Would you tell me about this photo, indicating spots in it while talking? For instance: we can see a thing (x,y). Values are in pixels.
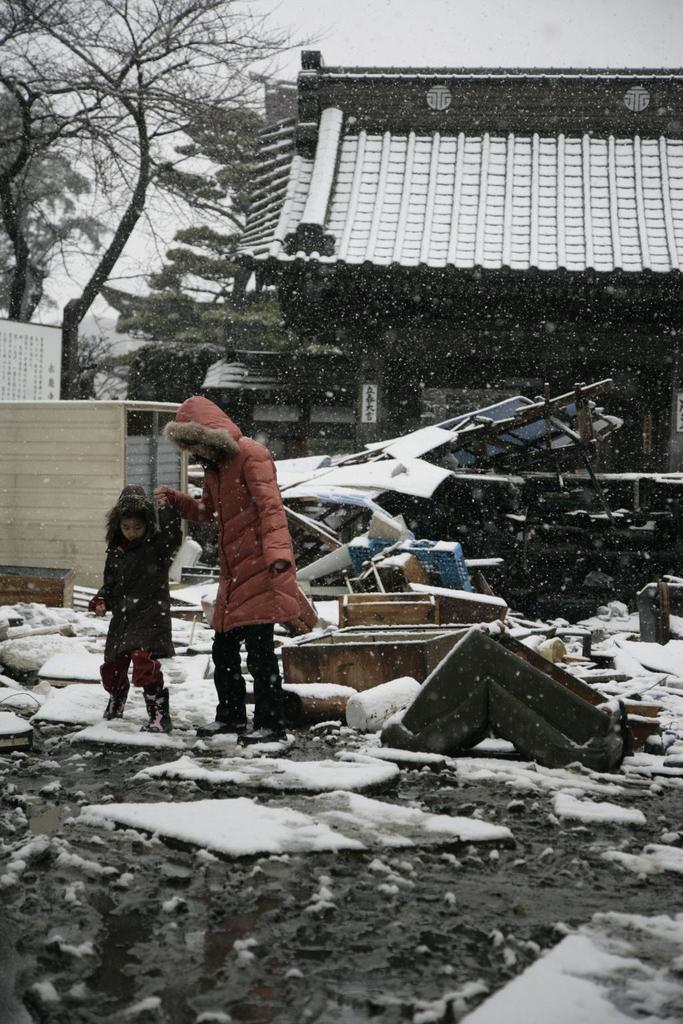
In the middle of the image (268,652) two persons (257,687) are walking. Behind them there are some poles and buildings (315,138) and trees (124,77). At the top of the image (672,11) there is sky (197,77).
